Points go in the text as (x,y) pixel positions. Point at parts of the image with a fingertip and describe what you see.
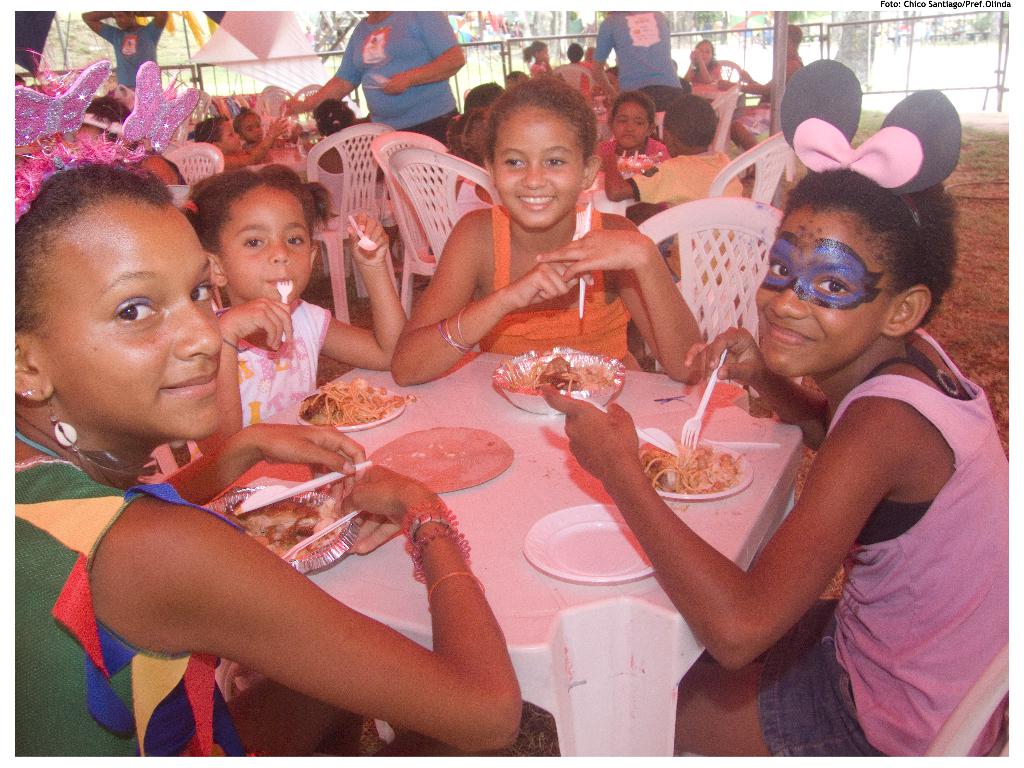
In this image we can see few people (518,199) sitting on the chairs (705,240), some of them are standing and some of them are holding few objects (705,397) and there are few plates (576,527) with food items (333,400) on the table (547,509) and there is a railing (728,33) in the background (846,46).
